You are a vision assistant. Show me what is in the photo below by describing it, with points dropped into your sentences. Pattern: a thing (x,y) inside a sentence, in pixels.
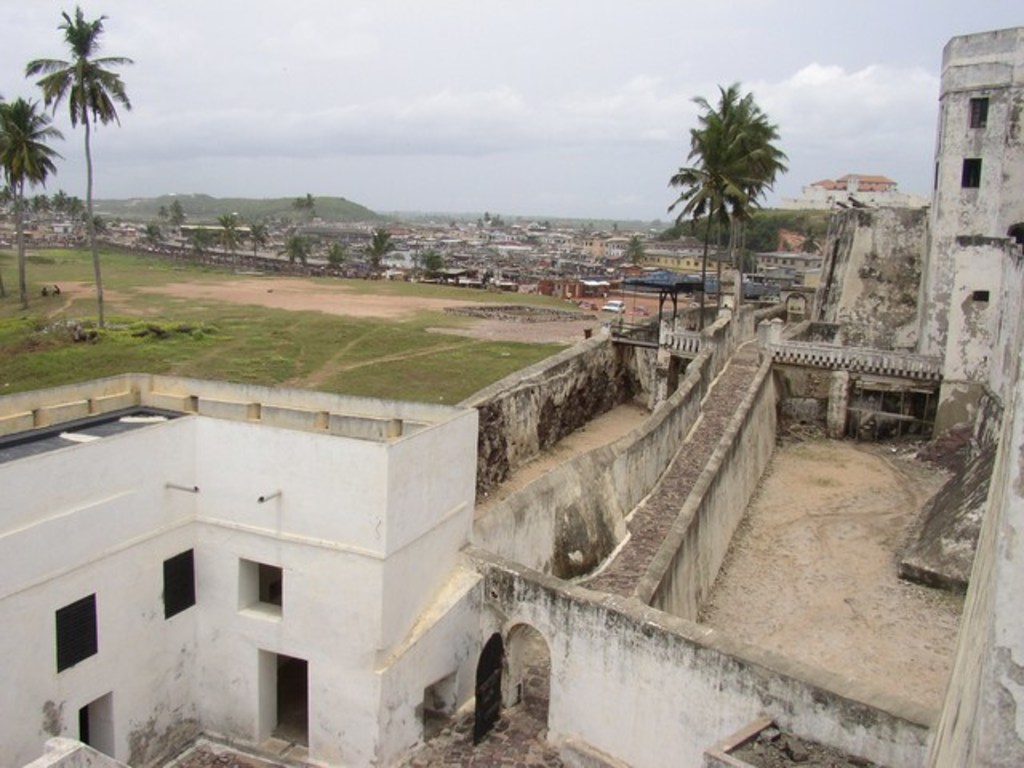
In this image I can see the building (588,423). In-front of the building (643,352) I can see the trees (722,244). In the back (676,267) I can see many houses (530,250) and the trees (68,216). I can also see the clouds (328,126) and the sky (437,75).
